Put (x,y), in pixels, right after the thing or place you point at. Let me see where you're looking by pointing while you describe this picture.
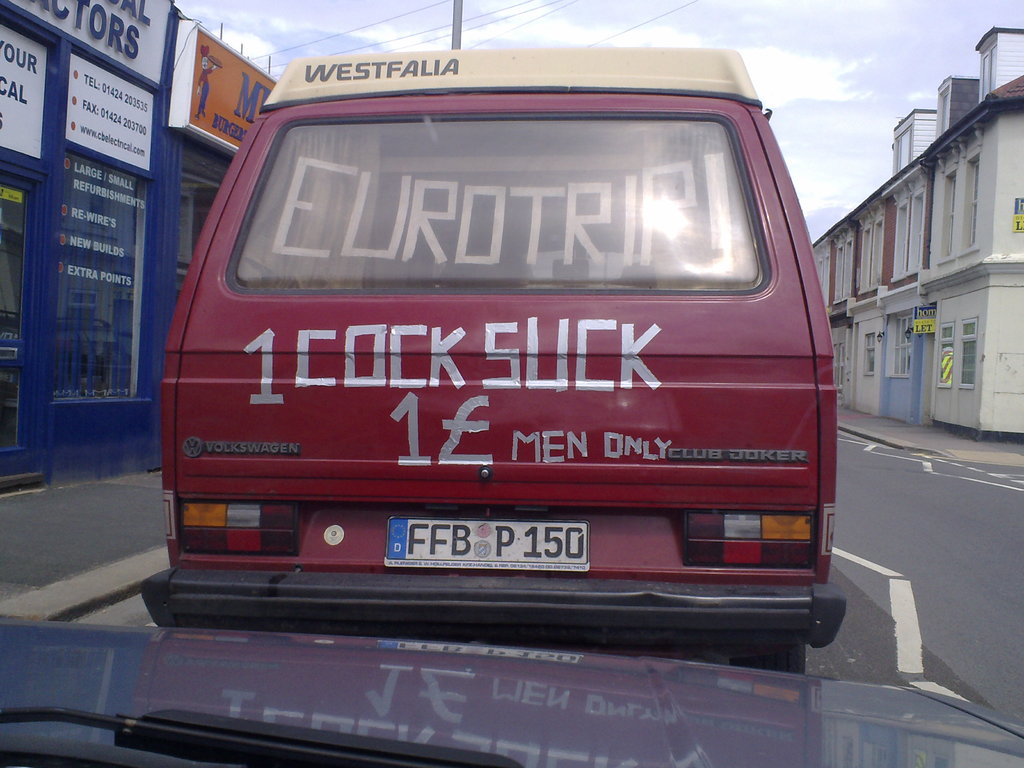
In this picture we can see a vehicle (460,614) on the road (141,615), buildings (56,207), pole (459,33), wires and boards (206,95). In the background of the image (861,107) we can see the sky (840,122) with clouds (842,110). At the bottom of the image (340,715) we can see an object (334,718).
